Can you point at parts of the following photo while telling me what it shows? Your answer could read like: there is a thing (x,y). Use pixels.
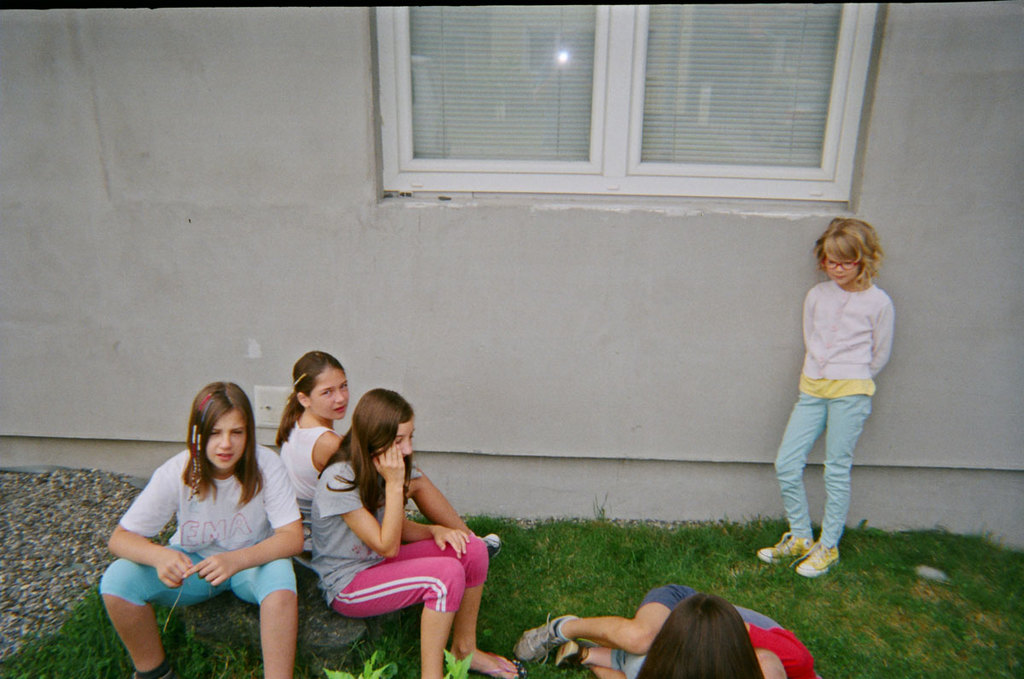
In the left side (242,421) 3 girls (346,529) are sitting, in the right side (882,339) a girl (882,303) is standing. She wore a white color sweater (879,352), in the middle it is a window (608,136) on the wall (614,329).
